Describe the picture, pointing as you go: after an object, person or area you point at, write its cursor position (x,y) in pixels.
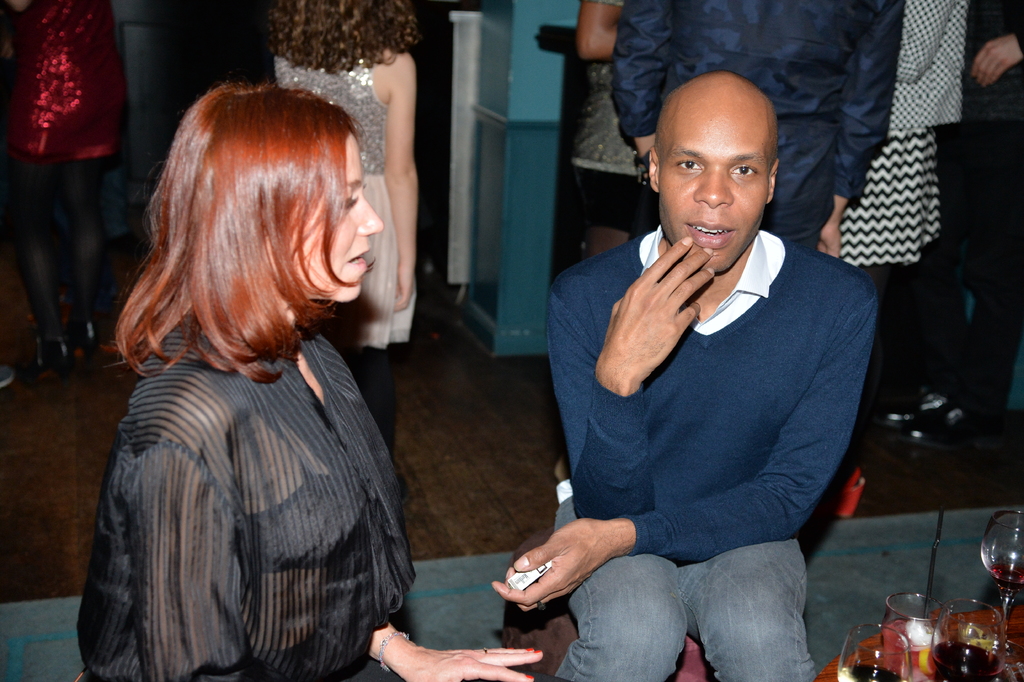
In this image I can see two persons (255,496) sitting. There are wine glasses (932,632) on a table (1010,625). And in the background (909,42) there are few people (705,25) standing.
